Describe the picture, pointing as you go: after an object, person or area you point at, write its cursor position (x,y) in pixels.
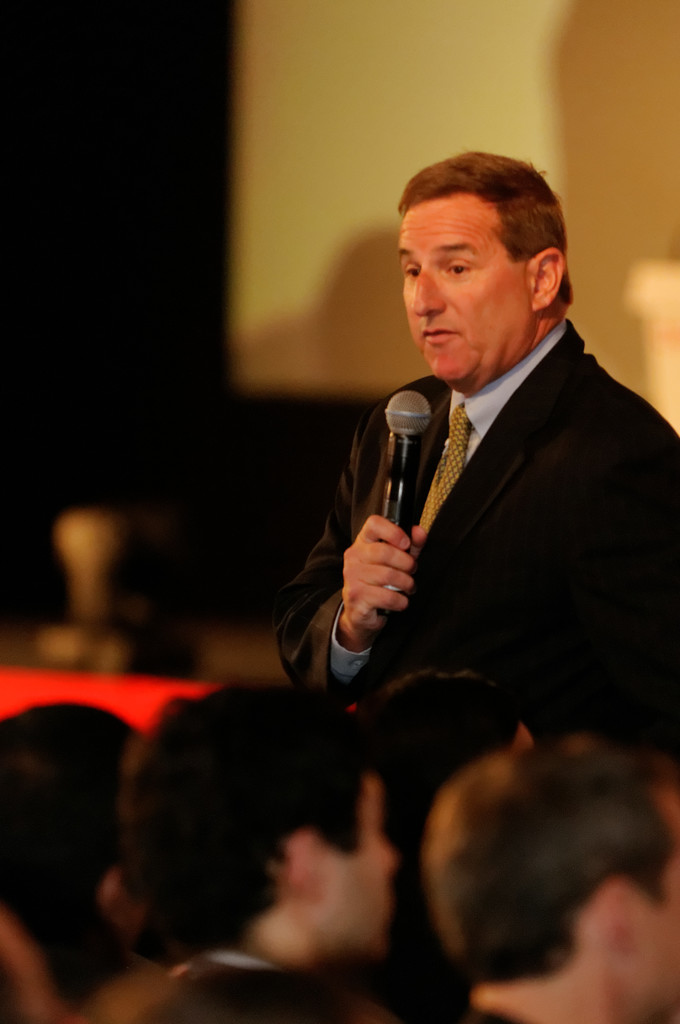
This picture one person (427,535) is standing and he is holding a microphone (412,473) his talking something in front of the person (374,537) some people (354,888) are sitting and there just listening and looking to the person (458,503).
